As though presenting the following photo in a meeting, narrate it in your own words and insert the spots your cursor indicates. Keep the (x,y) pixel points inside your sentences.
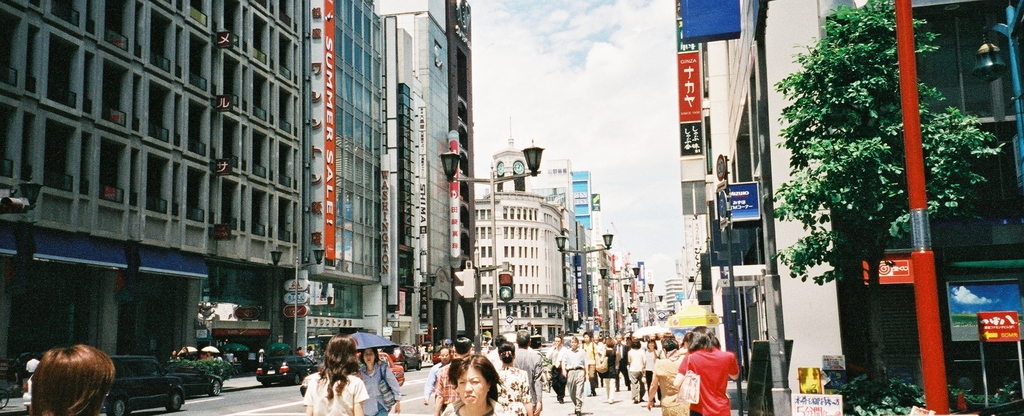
This is a picture taken outside a city (539,341) on the streets (621,388). At the center of the picture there are people (527,368) walking down the road (610,412). On the road (287,415) there are vehicles (403,349) also. On the right (864,288), there are buildings (779,234), trees (864,144), plants (863,391) and hoardings (759,386). In the center of the background (524,278) there are street lights (583,270), signals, clocks (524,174) and buildings (549,298). On the left (198,239) there are buildings (365,198) and hoardings (385,268).
